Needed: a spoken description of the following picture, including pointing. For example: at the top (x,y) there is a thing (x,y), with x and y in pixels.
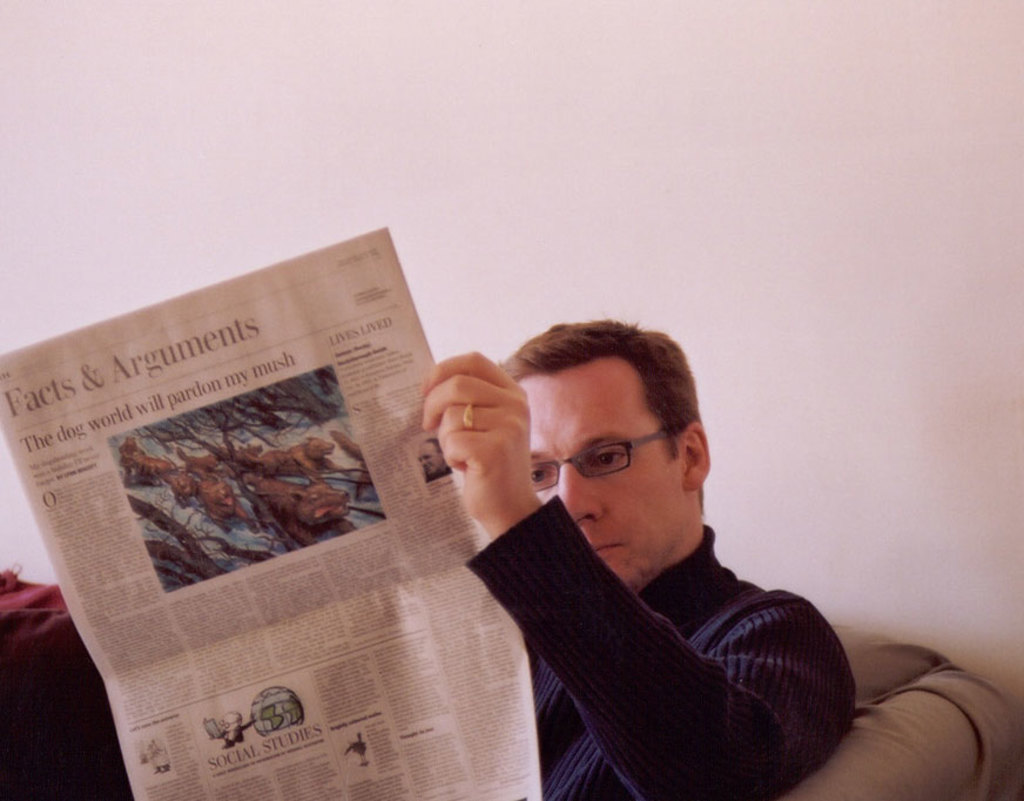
In this image, we can see a person (685,489) holding a paper (428,448) and sitting on the sofa (870,718) in front of the wall (826,493). This person (731,670) is wearing clothes (625,625) and spectacles (608,467).
